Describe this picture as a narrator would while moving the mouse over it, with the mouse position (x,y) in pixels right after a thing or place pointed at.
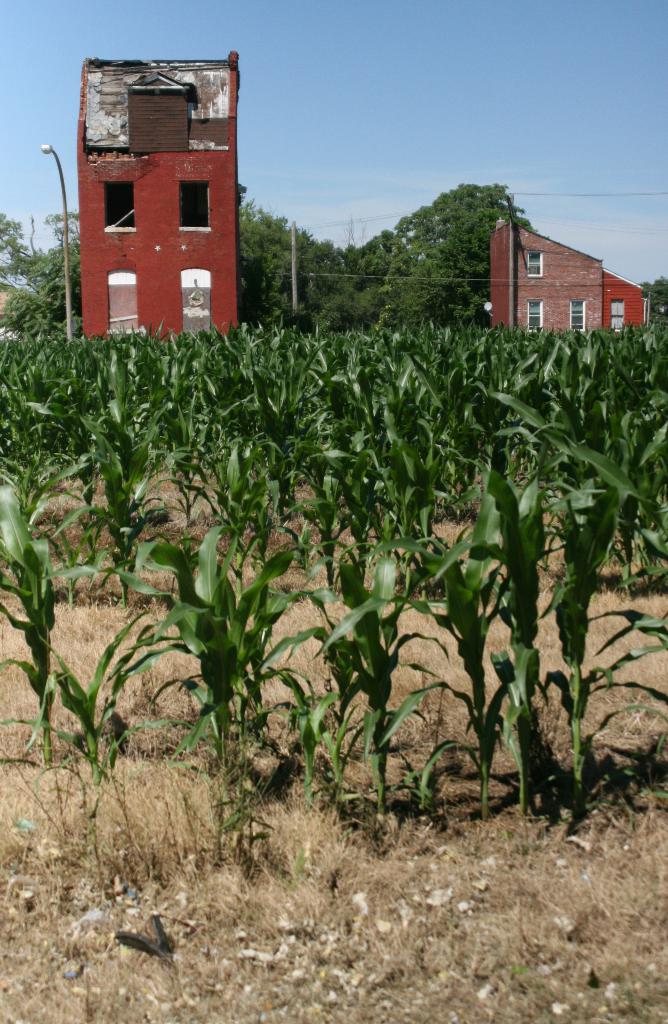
In this image I can see few buildings (560,272), trees (450,264), light pole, windows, dry grass (374,884) and green plants (390,598). The sky (446,82) is in blue color.
